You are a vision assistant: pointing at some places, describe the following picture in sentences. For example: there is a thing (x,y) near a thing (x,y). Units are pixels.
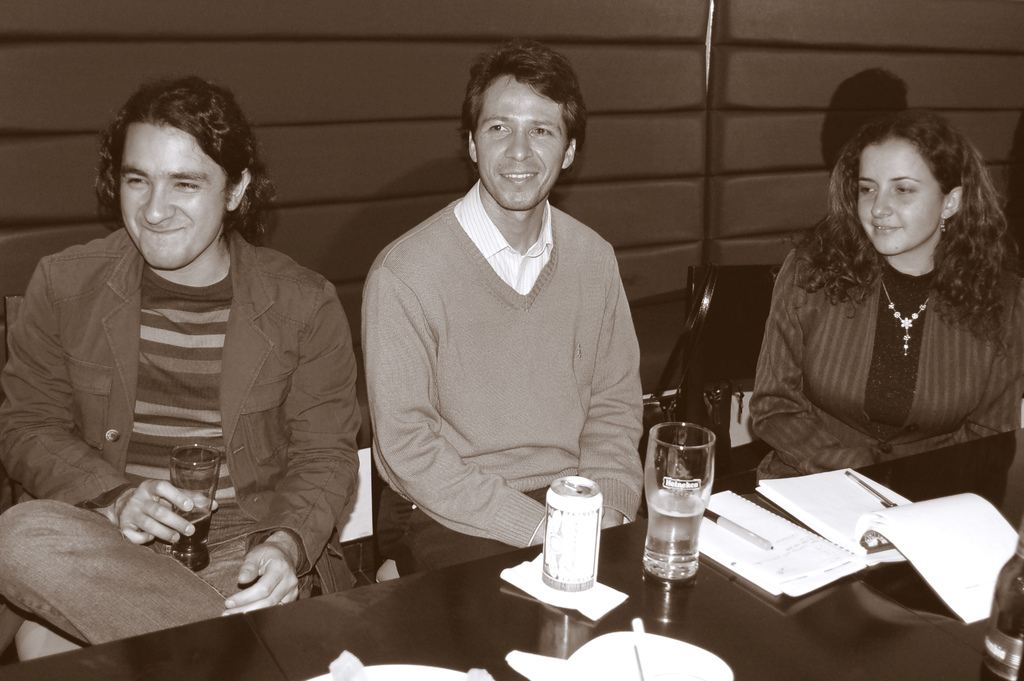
There are three persons (576,307) in this picture sitting on the chair (743,370). The man (492,340) in the center (527,379) is having smile (508,171) on his face (508,197). At the left side (170,381) man (148,384) is sitting and holding a glass (196,503) in his hand (179,520) and having smile (177,235) on his face (176,218). In the background (434,55) there is a wall (681,66) in the front (497,589) on the table (467,602) there are papers (848,537), pens (720,523), glass (696,519) and tin can (582,551).
